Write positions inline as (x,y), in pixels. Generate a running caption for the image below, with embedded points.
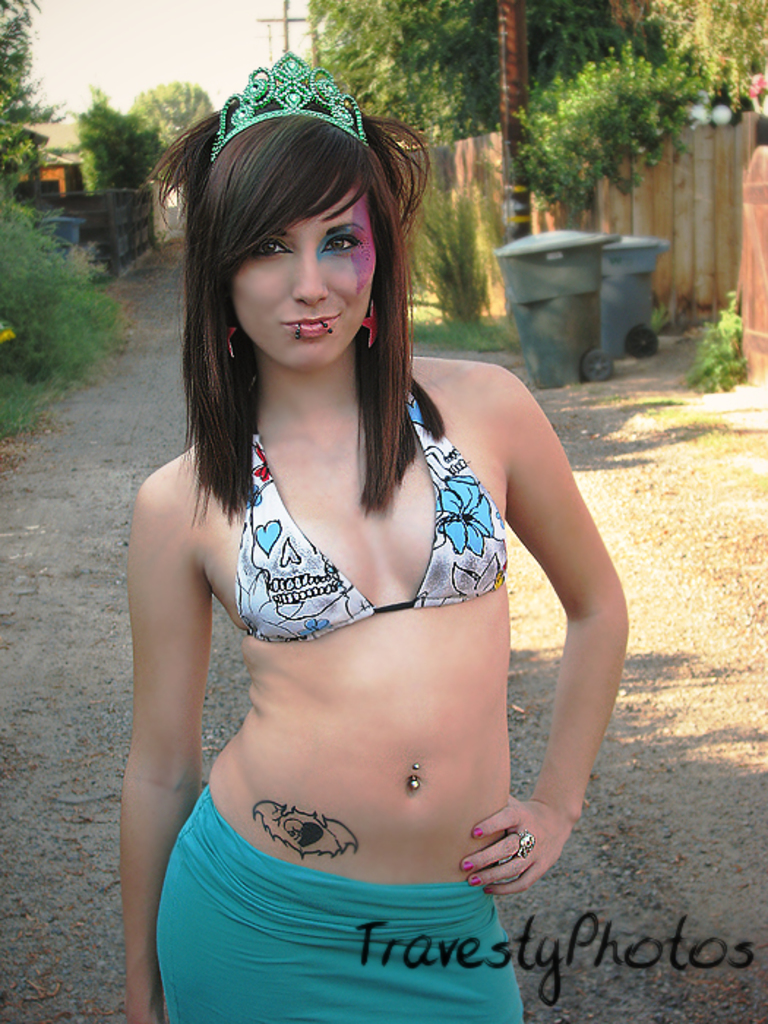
In this image there is a lady (331,524) standing on a road (535,730), on either side of the road (522,752) there are trees (430,22), houses (55,144) and on the right side (550,297) there are dustbins (584,312), in the bottom right (610,931) there is some text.
